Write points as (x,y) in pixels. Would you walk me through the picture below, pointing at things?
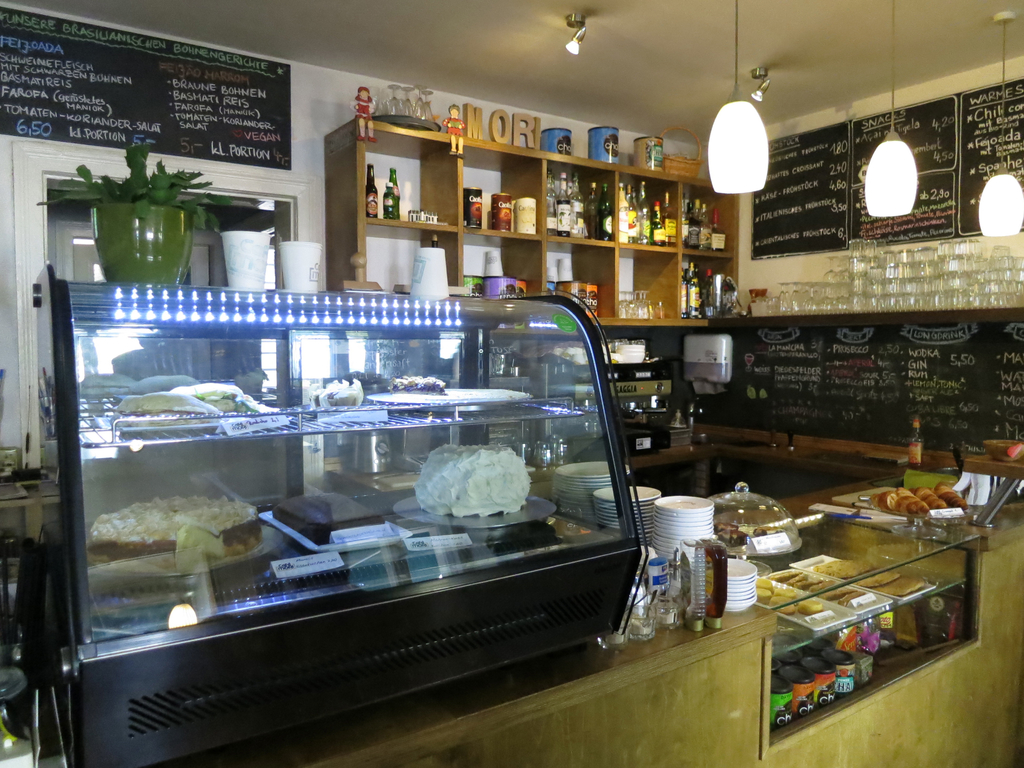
In this image I can see the stall (471,594). In the stall (460,588) I can see the food (296,519) in the glass rack (350,562). To the side I can see the plates (743,566), bottles (687,582), food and few more objects (927,529). I can see the flower pot (116,254). In the background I can see the glasses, bottles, tins (508,292) and many objects (518,276) in the wooden rack (375,148). I can see many boards (750,344) attached to the wall (3,323). To the right (962,269) I can see many glasses (878,274) and there are lights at the top (753,107).
